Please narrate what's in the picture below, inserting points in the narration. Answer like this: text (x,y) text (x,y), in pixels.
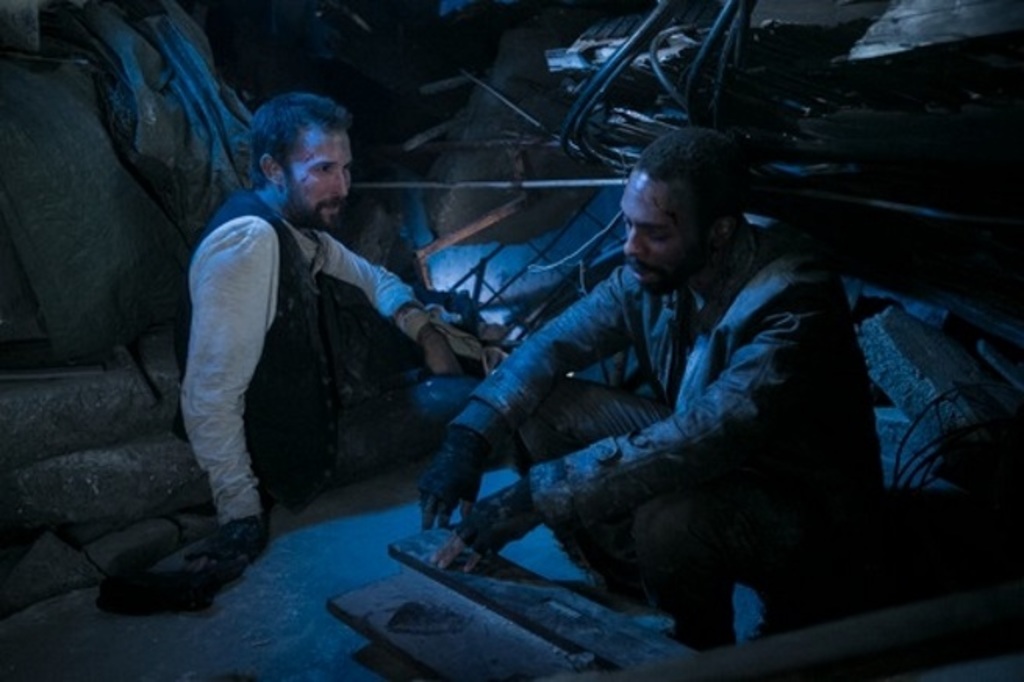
In this image we can see two persons (242,460) sitting, around them there are some stones (153,562), wood (535,590) and other objects (566,288).
